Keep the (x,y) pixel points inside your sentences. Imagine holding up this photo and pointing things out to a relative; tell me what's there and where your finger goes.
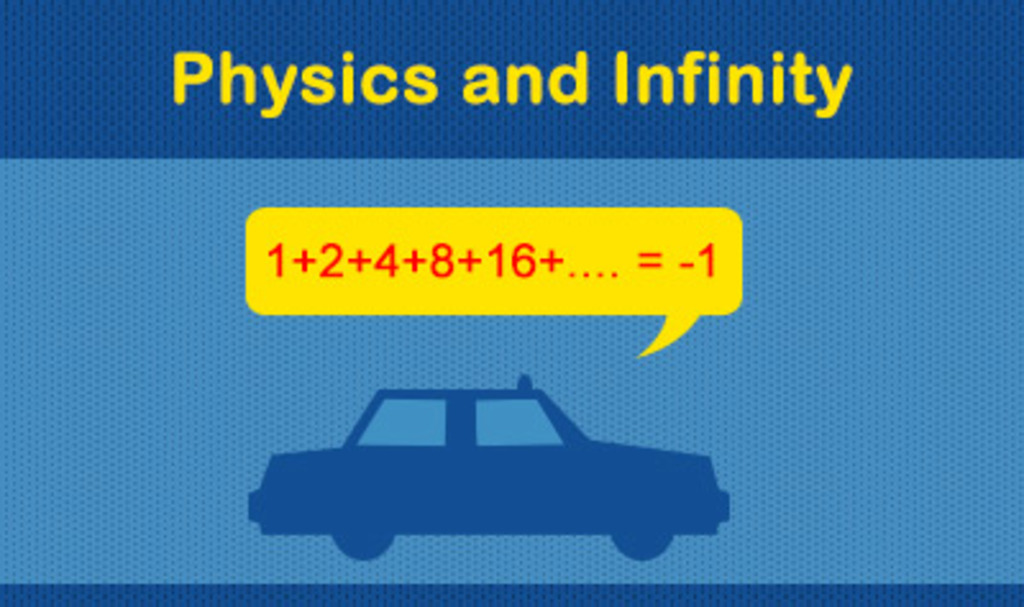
In this picture I can see there is an image of a car design (527,408) and there is something alphabets (350,102) and numbers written and there is a blue surface (213,268) in the backdrop (289,353).
